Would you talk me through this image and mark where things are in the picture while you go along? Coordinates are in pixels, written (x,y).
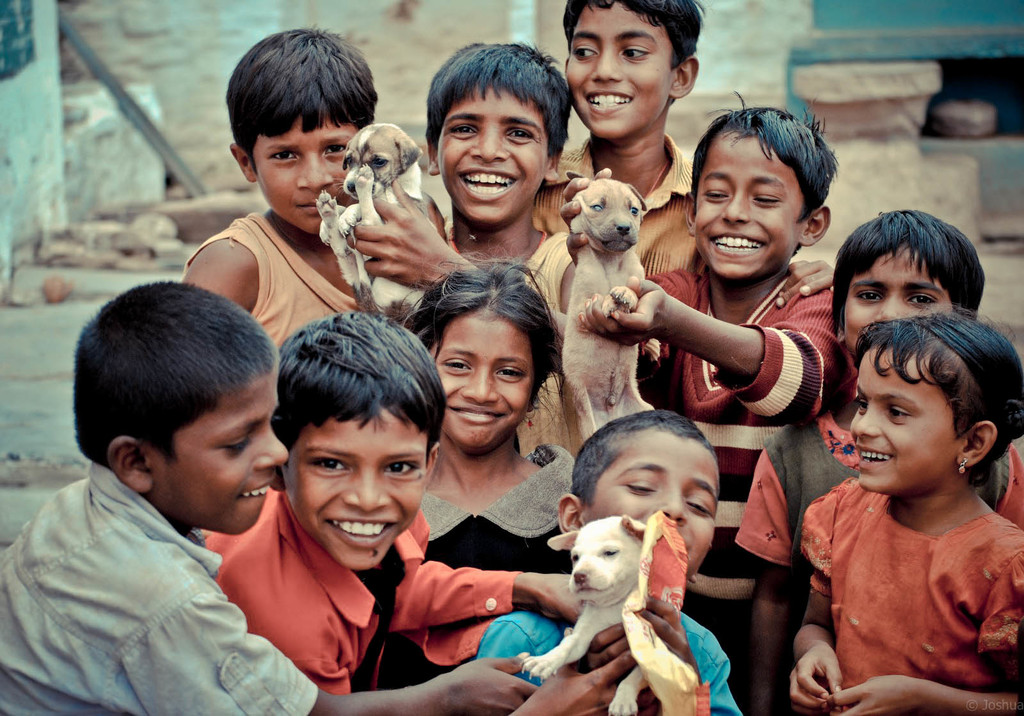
In this image there are many children (689,554) smiling. On the right (919,501) there is girl (918,509) she is smiling her hair (990,375) is short. In the middle (656,429) there is a boy (569,517) he is holding a dog (603,570) he wears blue t shirt (714,637). At the top (495,153) there is a boy (495,187) he is smiling he holds a dog (405,179). In the background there is a wall (190,85).
